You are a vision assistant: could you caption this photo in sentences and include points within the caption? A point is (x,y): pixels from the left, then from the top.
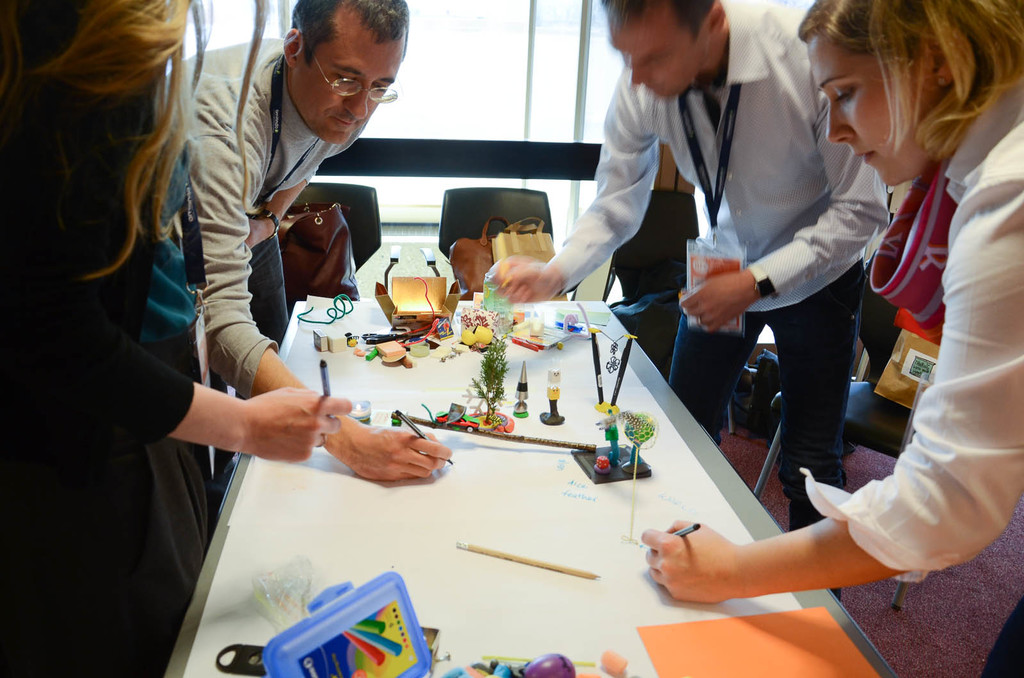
In the image we can see there are people (770,138) who are standing and on table (408,503) there are box (376,633), pencil (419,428) and other cartoon toy related items (517,390) on a sheet of paper (446,593) and there are bags (517,225) which are kept on chair (373,251).
